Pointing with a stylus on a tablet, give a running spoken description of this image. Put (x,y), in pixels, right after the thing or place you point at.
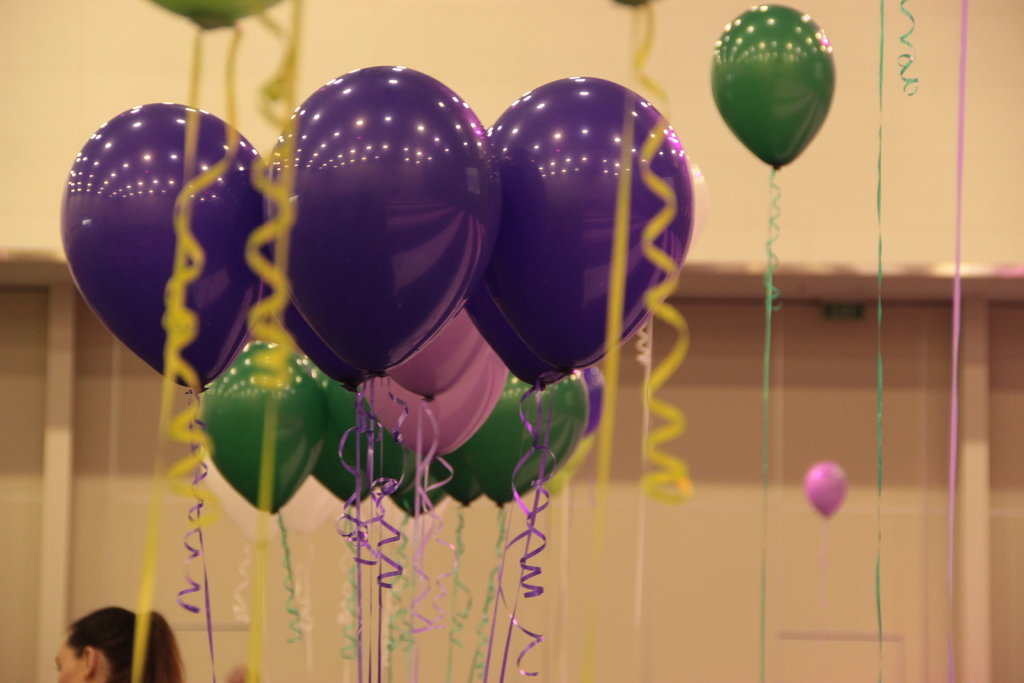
In this image we can see balloons (492,204), walls (69,56) and satin ribbons (277,307).
